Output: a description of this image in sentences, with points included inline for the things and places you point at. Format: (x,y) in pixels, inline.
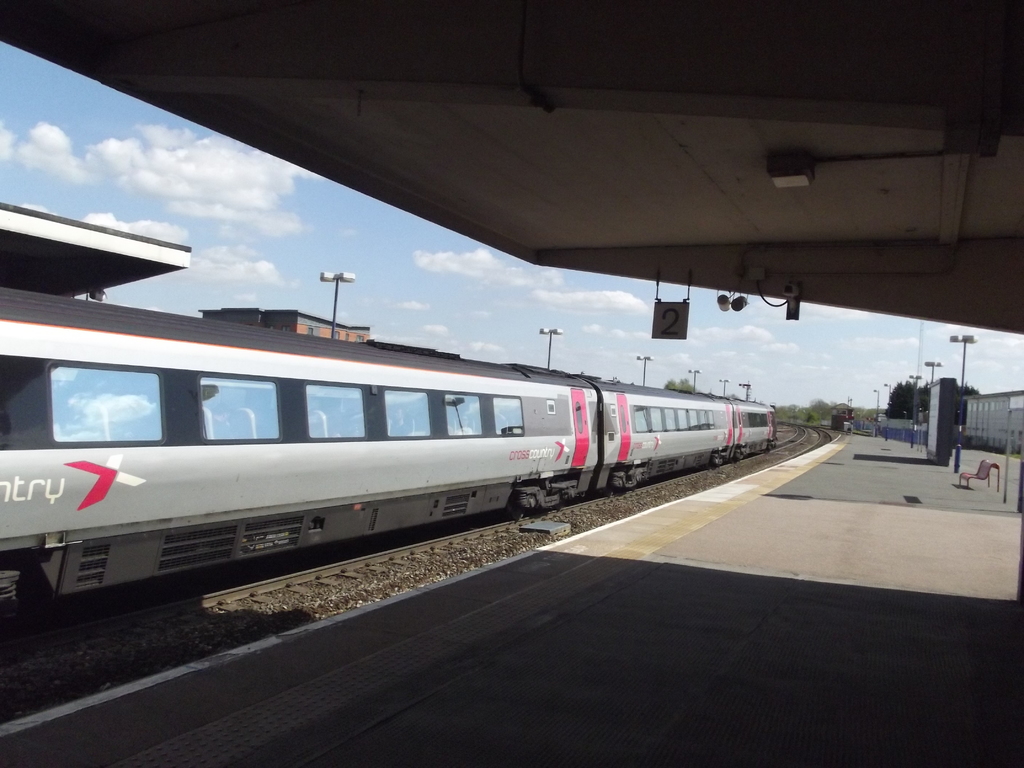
In this image we can see a locomotive (378,450) on the track (791,425), platform (573,634), street poles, street lights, number boards (658,312), sheds (664,231), trees (815,412) and sky (637,330) with clouds (231,274).
